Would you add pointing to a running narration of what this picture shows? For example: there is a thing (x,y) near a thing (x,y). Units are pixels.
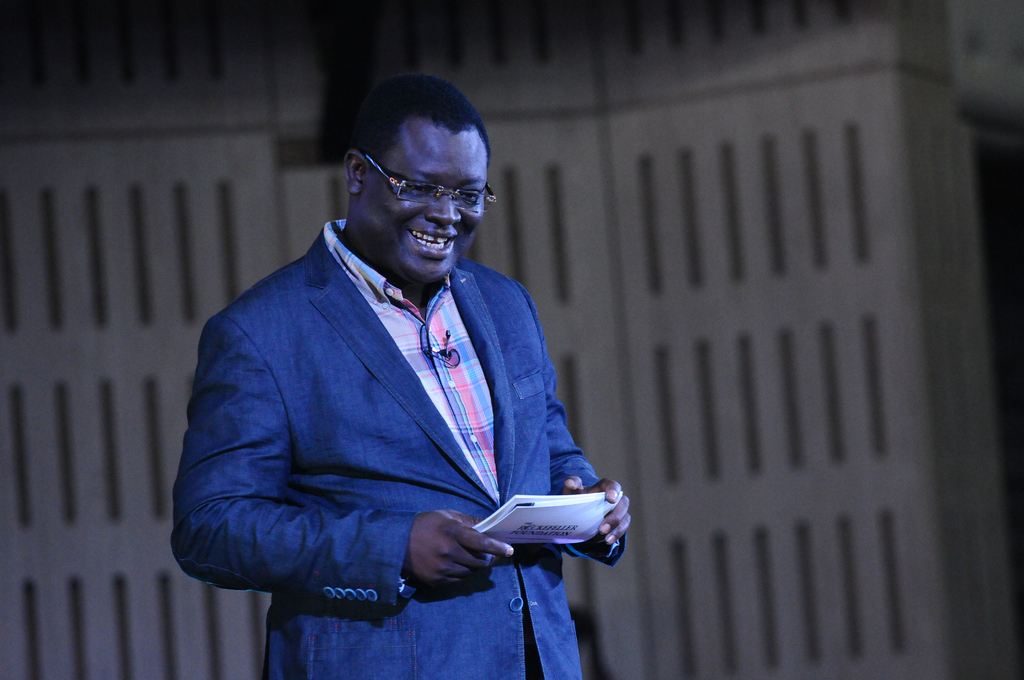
In this image we can see a man (254,380) holding paper (525,497). Behind the man (485,573) we can see a white object (808,402) looks like a wall (808,362).
